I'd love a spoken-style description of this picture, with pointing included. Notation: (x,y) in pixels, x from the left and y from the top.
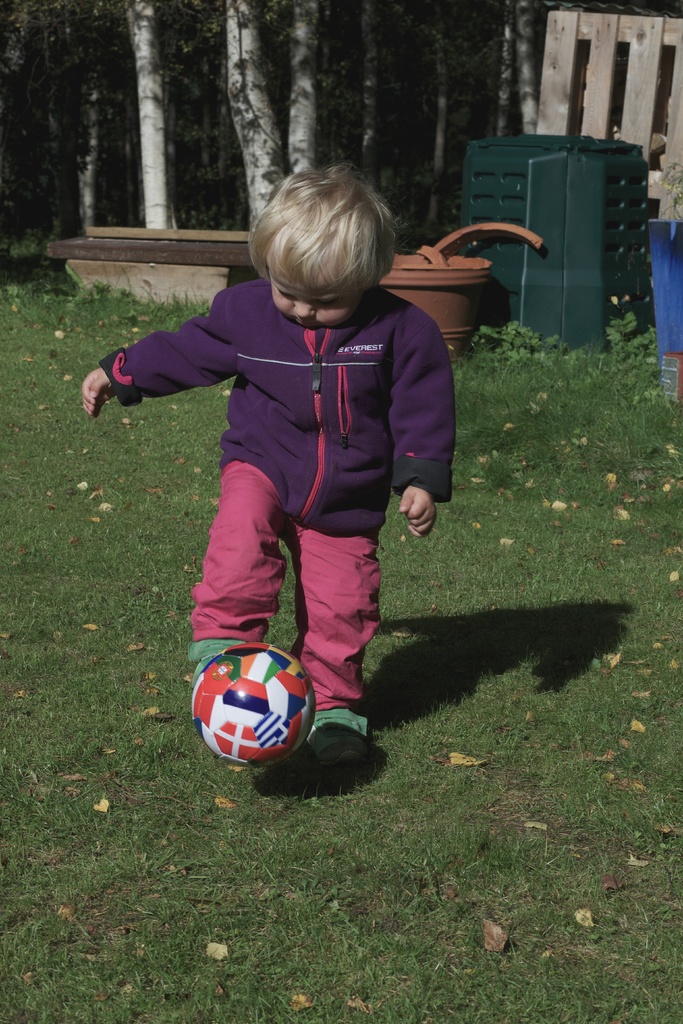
In this picture there is a kid (271,404) who is playing with a football (236,746). On the bottom (312,933) there is a grass (400,968). On the top right corner (635,103) there is a wooden fencing (644,109) and some objects (602,238). Here we can see a pot (441,281). On top left corner (6,18) we can see a trees (150,32).
